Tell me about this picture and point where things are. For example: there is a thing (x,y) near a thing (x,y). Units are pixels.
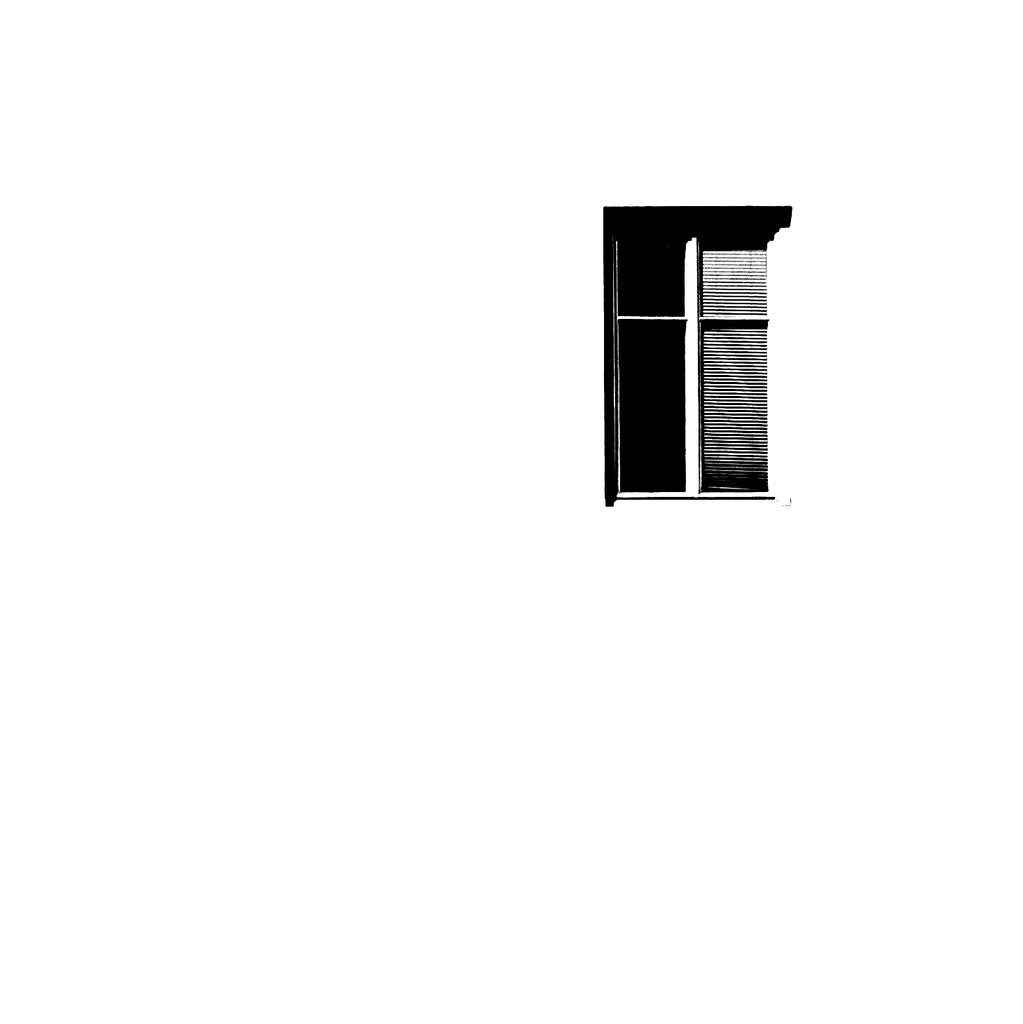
In this image we can see a black and white window like structure (677,376).
